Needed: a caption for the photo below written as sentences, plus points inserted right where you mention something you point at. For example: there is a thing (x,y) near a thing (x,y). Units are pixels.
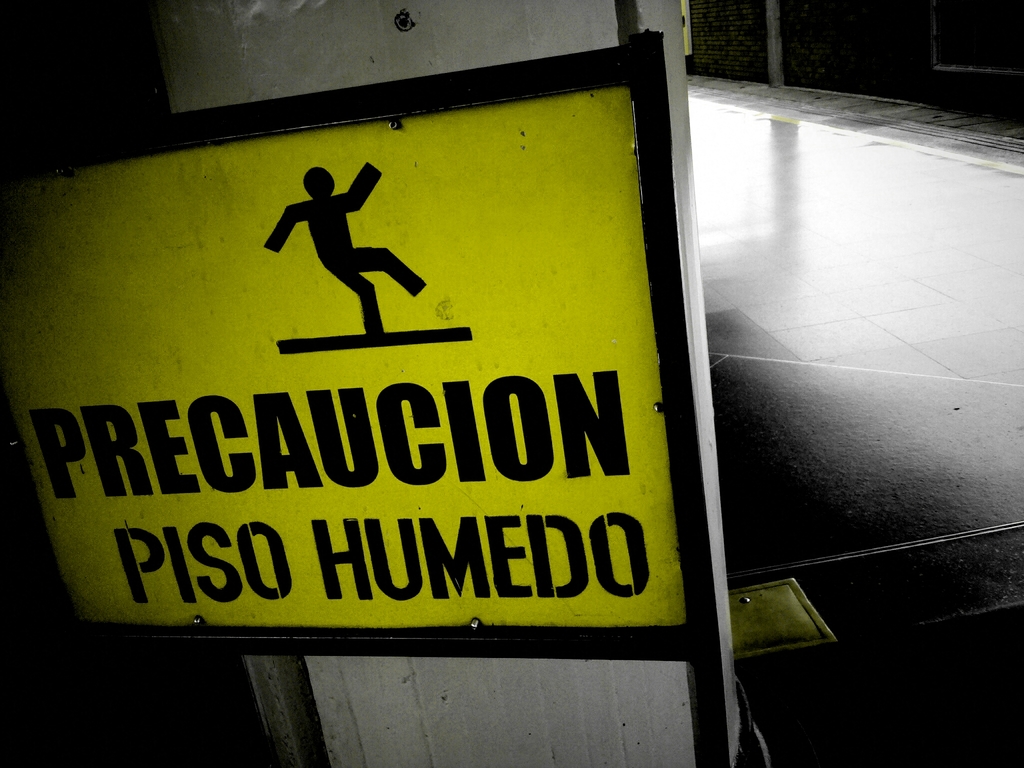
In this image there is a precaution board (488,283) which is fixed to the pillar (361,39). On the right side (793,211) there is a floor (793,199).
